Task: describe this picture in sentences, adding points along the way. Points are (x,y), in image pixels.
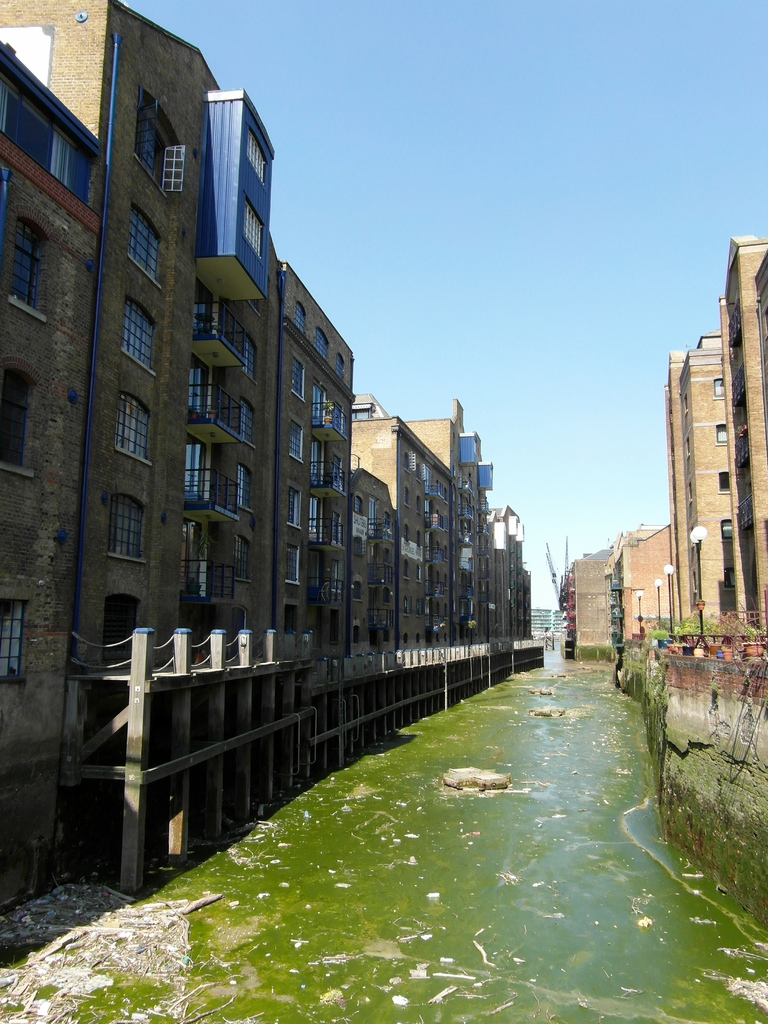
This picture is clicked in the city. At the bottom of the picture (378,864), we see water (408,853). On either side of the picture, there are buildings (470,572). On the right side (755,636), we see flower pots (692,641) and street lights (664,566). At the top of the picture (505,146), we see the sky (363,223).
